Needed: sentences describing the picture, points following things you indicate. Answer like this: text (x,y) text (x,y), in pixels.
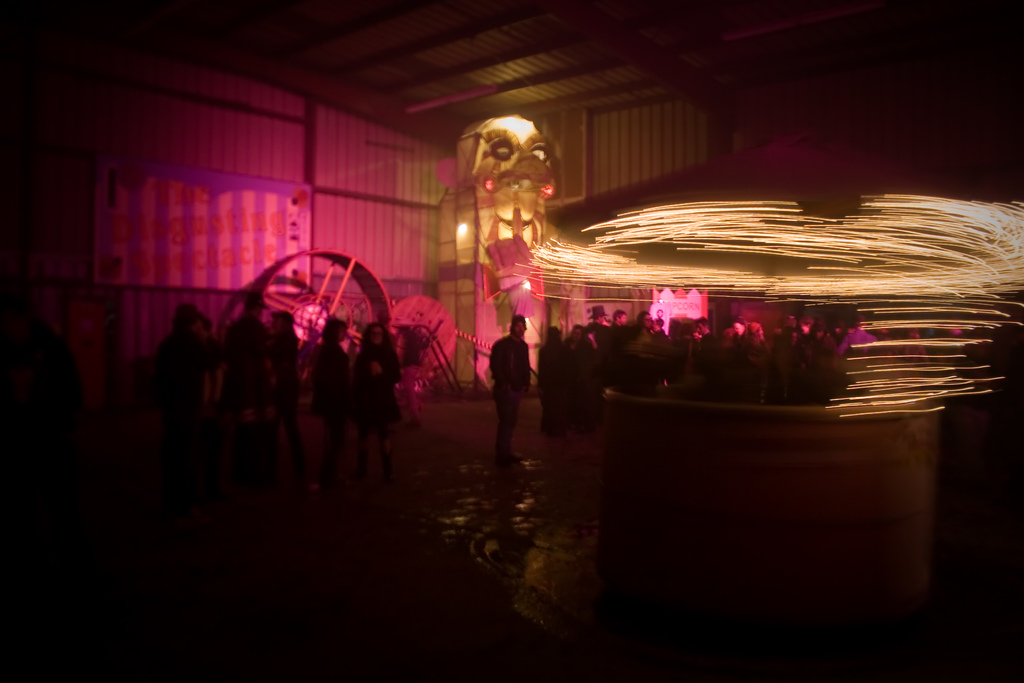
On the left side (170,437), we see the people (181,364) are standing. On the right side (790,511), we see an object (851,513) which is decorated with the lights (904,252). Behind that, we see the people (570,359) are standing. In the background (391,287), we see a wall (335,287) on which a photo frame (235,241) or a board (240,237) is placed. In the background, we see the lights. At the top (578,44), we see the roof (591,46) of the building (511,66). This picture is clicked in the dark.
